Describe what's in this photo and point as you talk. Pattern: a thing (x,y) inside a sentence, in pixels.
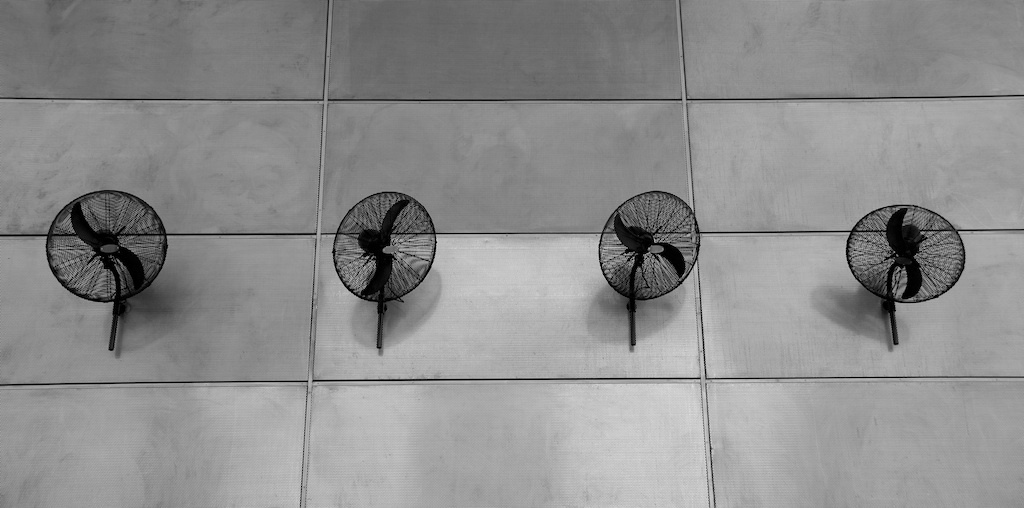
In this image there are four fans (95,254) on the walls (509,304).
